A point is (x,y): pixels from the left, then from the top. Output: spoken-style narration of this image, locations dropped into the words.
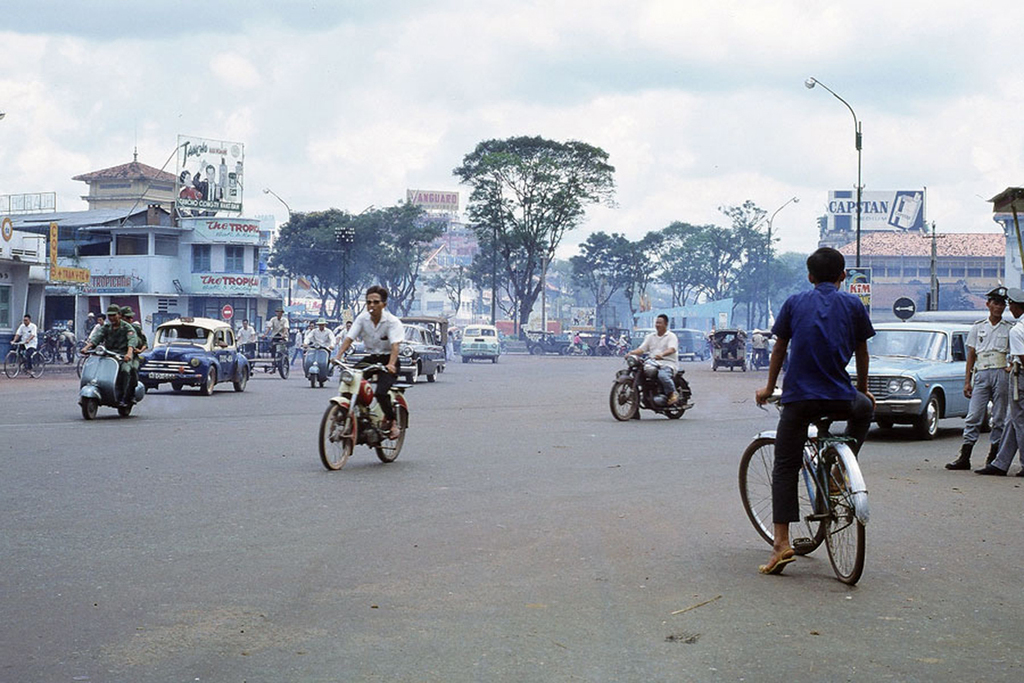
As we can see in the image there is a sky (311,68), trees (389,211), building (201,244), banner (212,178), street lamp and on road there are cars (196,338), motorcycles (351,427) and jeeps (723,348).
